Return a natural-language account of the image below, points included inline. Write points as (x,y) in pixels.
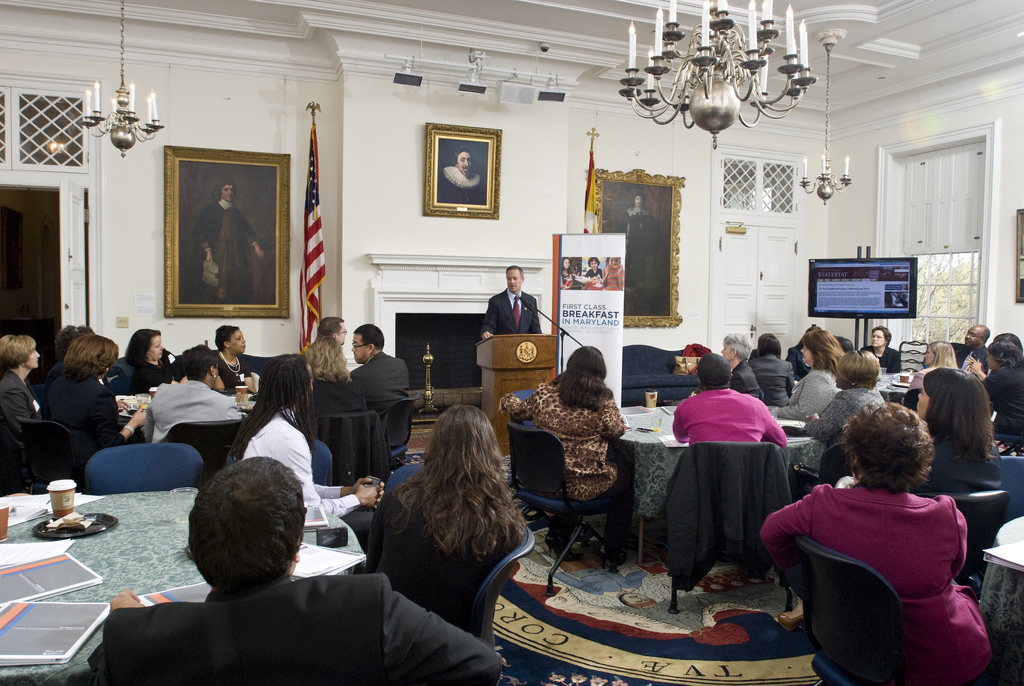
In this picture group of people (365,361) sitting they have a table (114,550) in front of them and is a person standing at the back side of the wooden stand (500,360), there is a flag (310,306) here and there are photo frame (476,132) kept on the wall (394,227) and the television (858,273) on the right side (900,272).
